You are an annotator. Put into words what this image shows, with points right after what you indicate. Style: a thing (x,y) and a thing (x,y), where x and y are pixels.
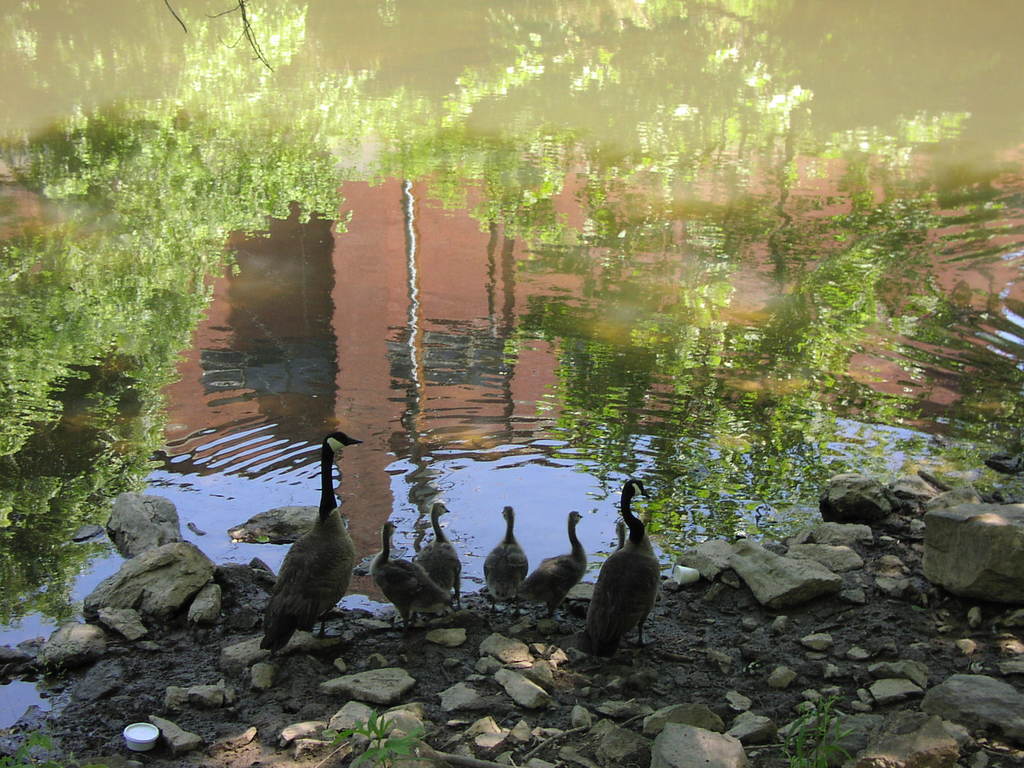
In this image there is water (460,265) and we can see reflection (158,308) of trees (185,276) on water (800,327). At the bottom (601,684) there are birds (311,587) and we can see stones (874,724).
